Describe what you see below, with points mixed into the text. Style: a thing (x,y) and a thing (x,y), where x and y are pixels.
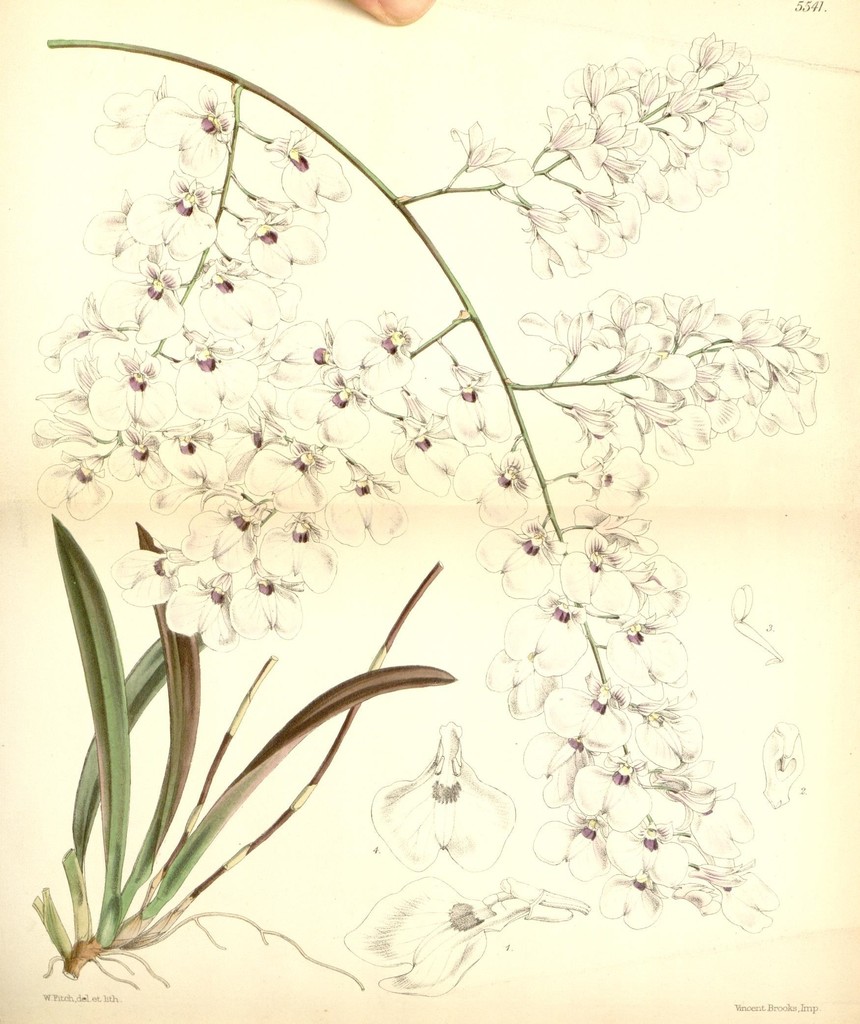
In this image there are paintings (117,860) of a plant (187,859). In the center (388,504) there are flowers (389,352) to a stem (594,653). At the top (386,13) there is a nail (400,10) to a finger (399,13).
